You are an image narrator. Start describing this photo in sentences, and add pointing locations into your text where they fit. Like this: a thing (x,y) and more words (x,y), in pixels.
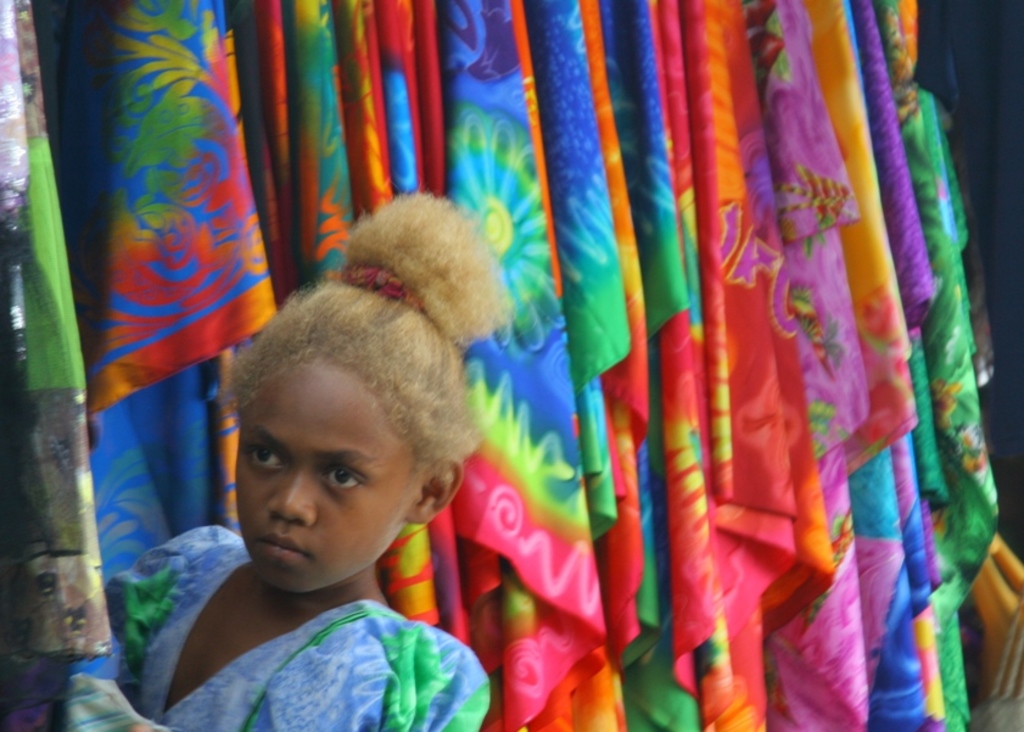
In this picture I can observe a girl (232,609) wearing blue color dress (321,672) on the left side (301,514). In the background (666,360) I can observe different colors of clothes (665,341). I can observe blue, red, green and pink color clothes (773,282) in this picture.
